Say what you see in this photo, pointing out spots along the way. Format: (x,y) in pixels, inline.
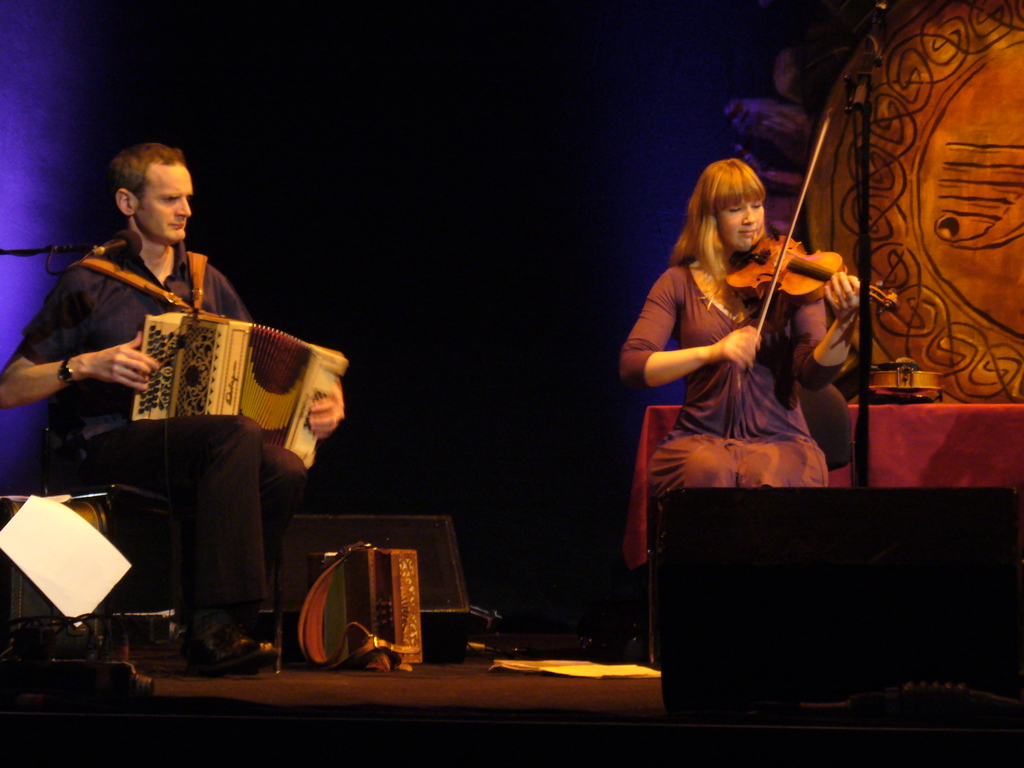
This picture is of inside. On the right (753,229) there is a woman (733,330) sitting on the chair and playing violin (820,264). On the left (93,316) there is a man (108,326) wearing black color t-shirt (107,311), sitting on the chair (131,495) and playing a musical instrument (218,338). In the center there is a box (377,571) placed on the ground (493,679) and in the background (923,252) we can see a table (991,434) and a wall (989,65).
